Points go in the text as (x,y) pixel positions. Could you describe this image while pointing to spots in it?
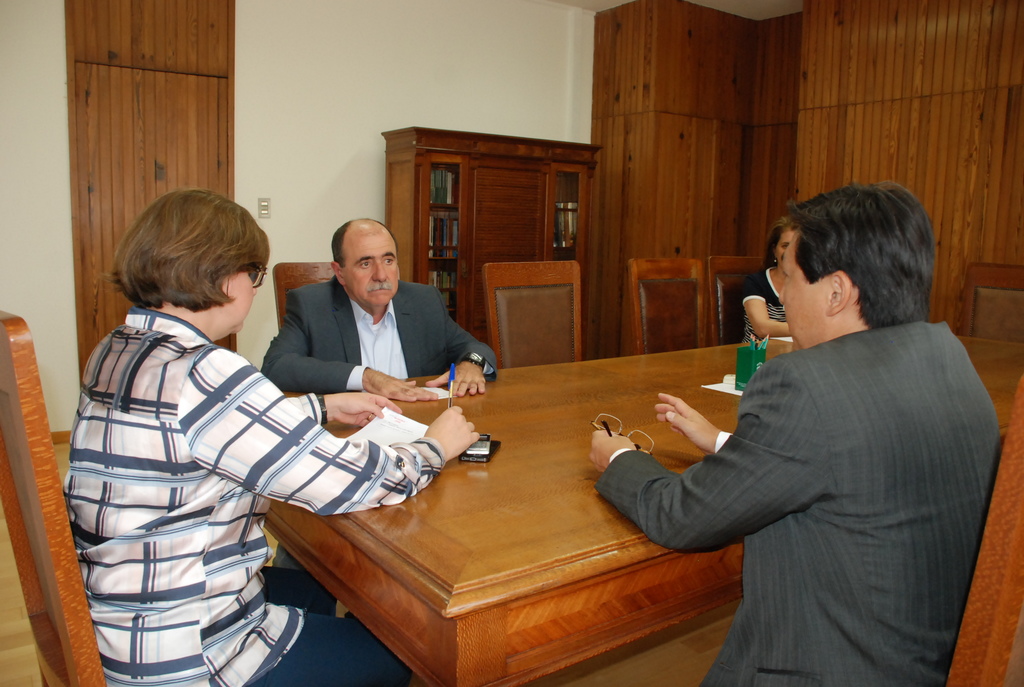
In this image there are four person (906,356) sitting on the chair (47,529). There is a table (450,563) on table (463,549) there is a paper (405,430), pen holder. There is a cupboard (491,217) and a wall (372,187).
